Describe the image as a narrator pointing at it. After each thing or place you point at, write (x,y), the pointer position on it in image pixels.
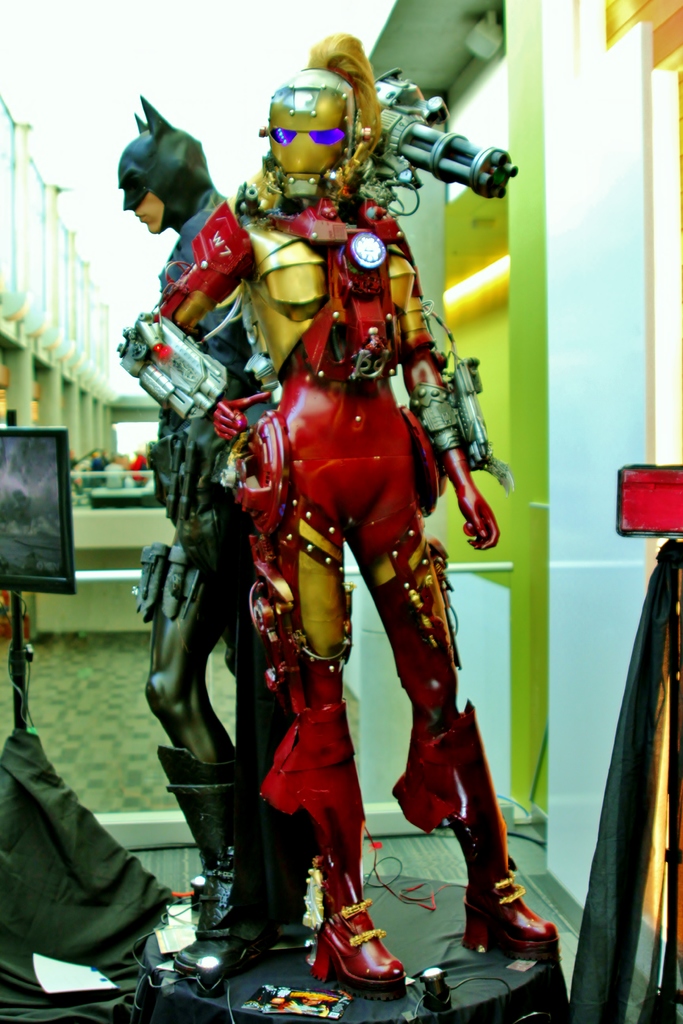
These are the 2 dolls (306,523) in the shape of an iron man (381,394) and a bat man (254,380). On the left side (22,497) there is an electronic display (46,477) in this image.
